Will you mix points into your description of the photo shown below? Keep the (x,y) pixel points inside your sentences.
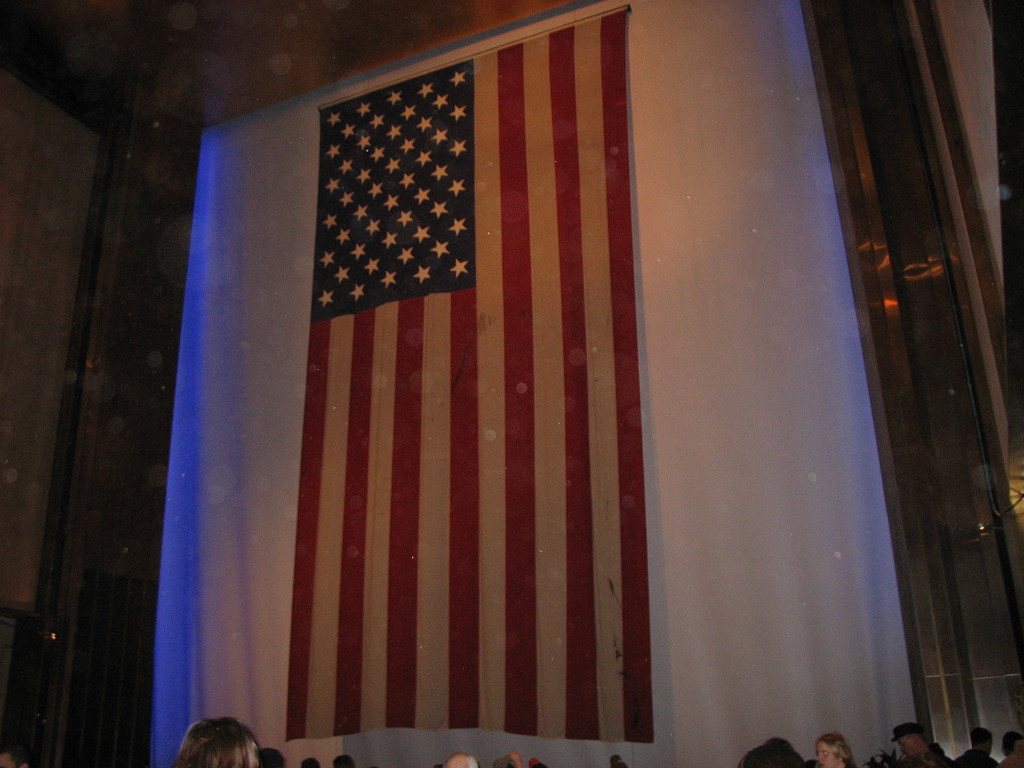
In this image there are persons (927,752) and there is a flag (536,371).
